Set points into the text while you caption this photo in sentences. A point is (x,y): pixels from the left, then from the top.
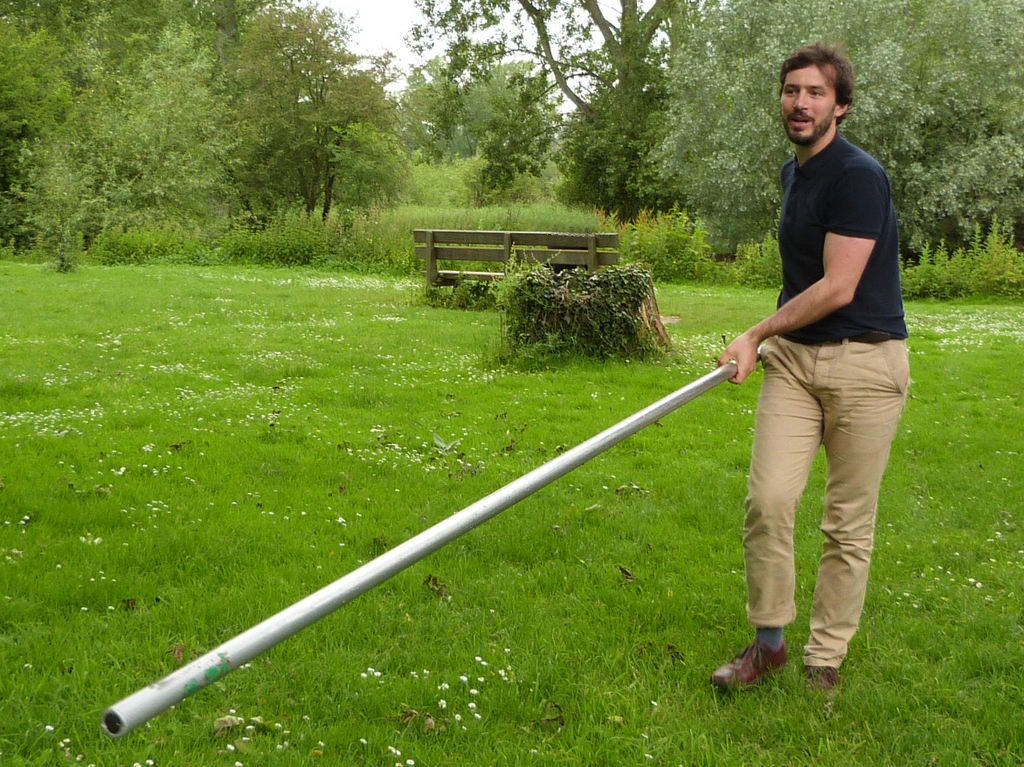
In this picture we can see a man (763,559) holding a rod (289,630) with his hand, grass (391,396), bench (433,271), trees (514,76) and in the background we can see the sky (400,22).
